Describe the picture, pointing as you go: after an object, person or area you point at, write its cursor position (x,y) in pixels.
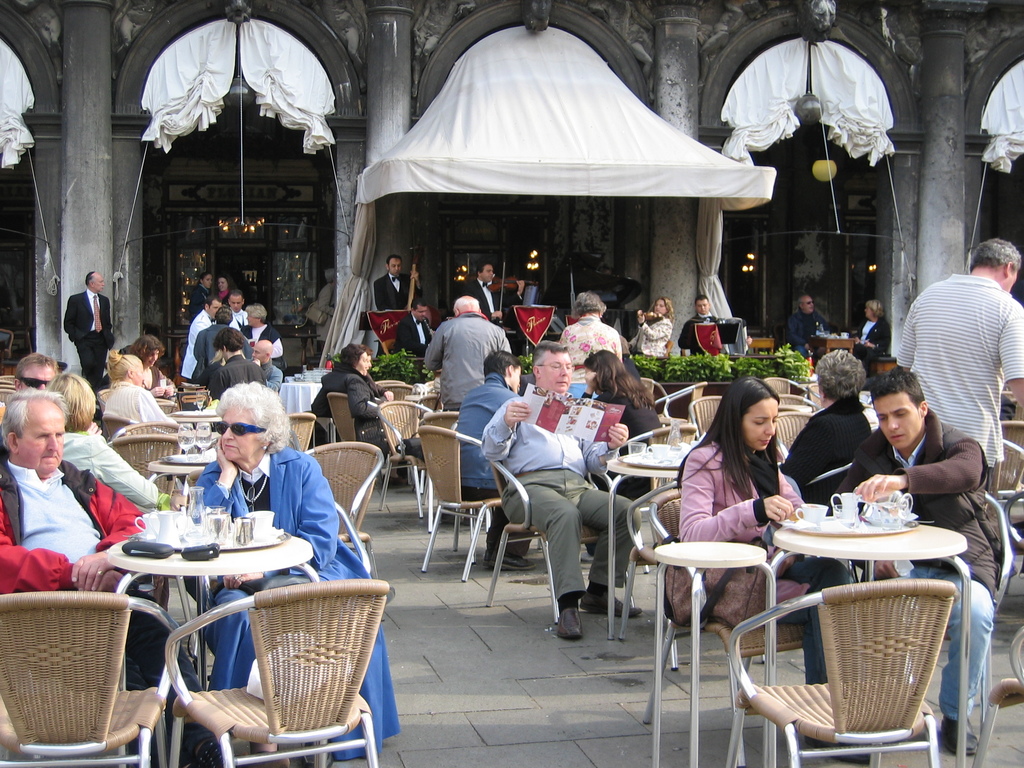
In the image we can see there are lot of people (62,499) who are sitting on chair (87,762) and in front of them there are tables (227,551) and at the back (126,316) there is a building (53,14).
